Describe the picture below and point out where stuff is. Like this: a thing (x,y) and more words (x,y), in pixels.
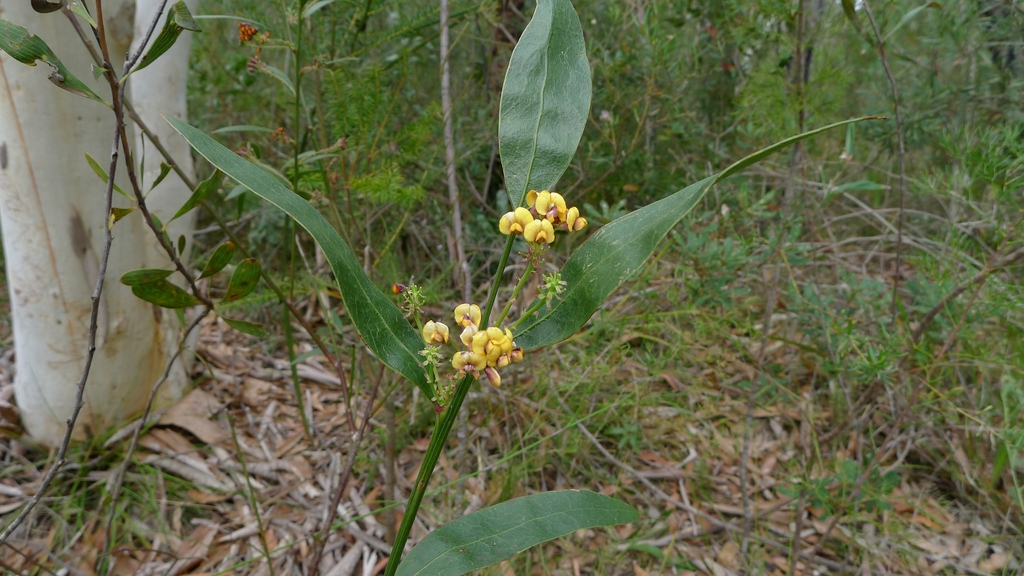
In this picture I can see few flowers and plants (533,305), on the left side (60,348) it looks like the bark (134,360) of a tree (122,369).
